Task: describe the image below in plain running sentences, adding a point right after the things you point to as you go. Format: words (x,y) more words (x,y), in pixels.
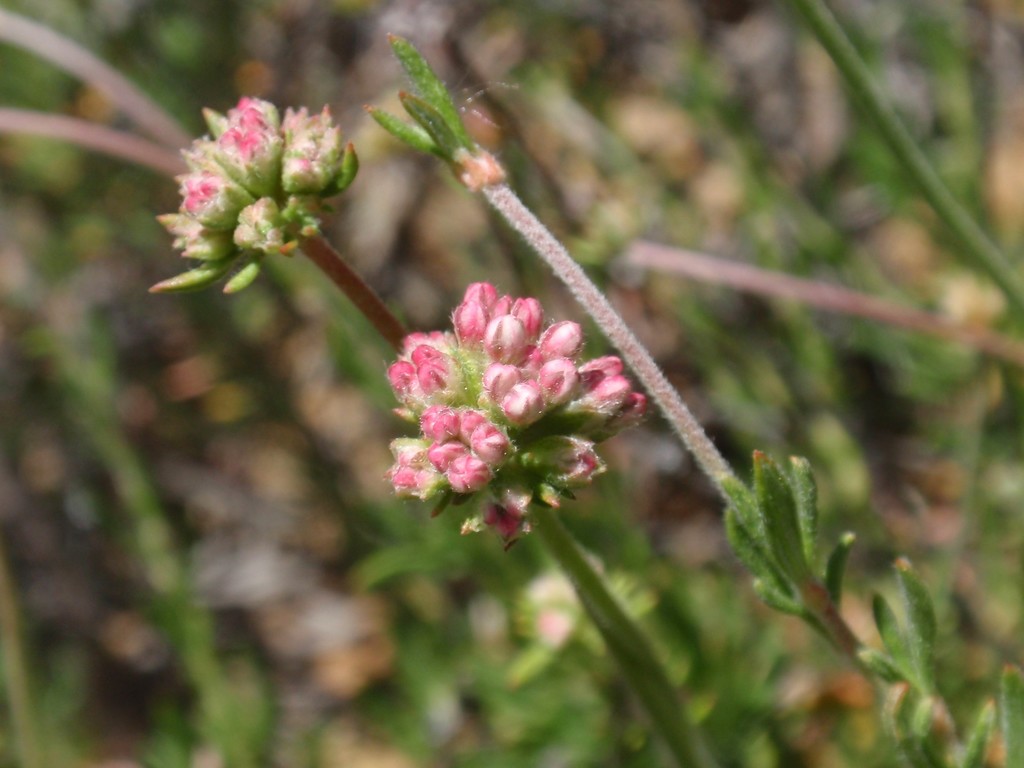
In the picture I can see flowers (500,446) of plant (632,396) and the background of the image (149,744) is blurred.
